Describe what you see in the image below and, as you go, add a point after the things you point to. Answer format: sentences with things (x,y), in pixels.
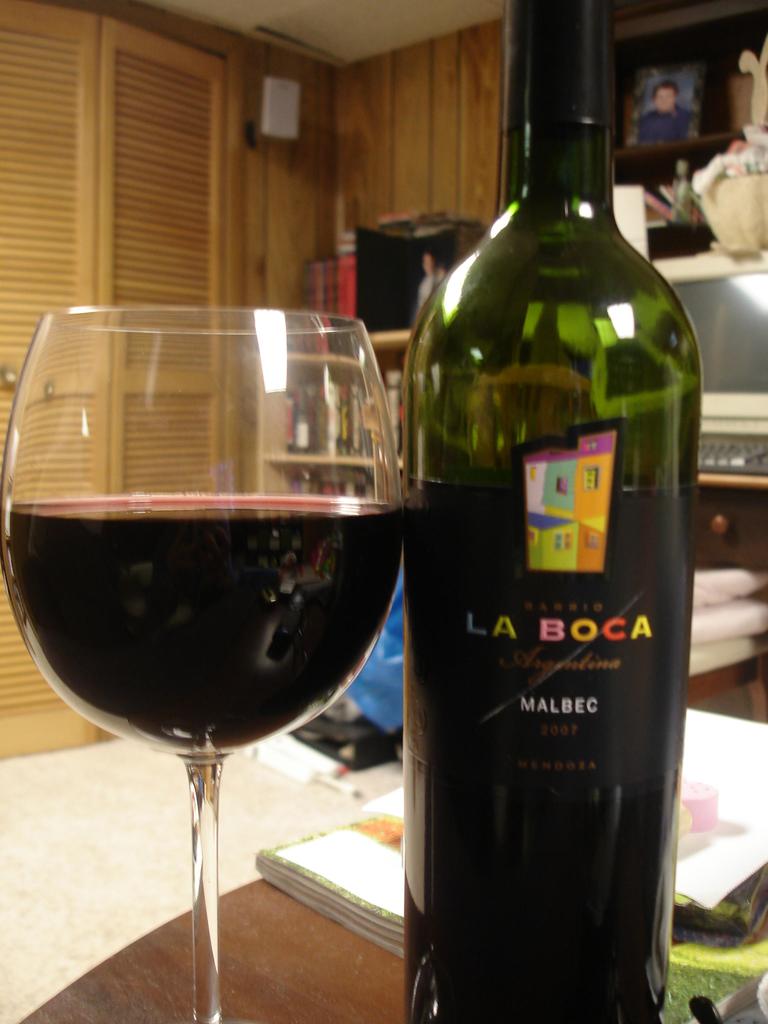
There is a wine glass (146,548) and a bottle (522,491) placed on the table (260,975). On the table (281,975) there is a book (713,826) here. In the background (751,420) we can observe a computer (737,363), photo (676,124) and a wall (408,178) here.
